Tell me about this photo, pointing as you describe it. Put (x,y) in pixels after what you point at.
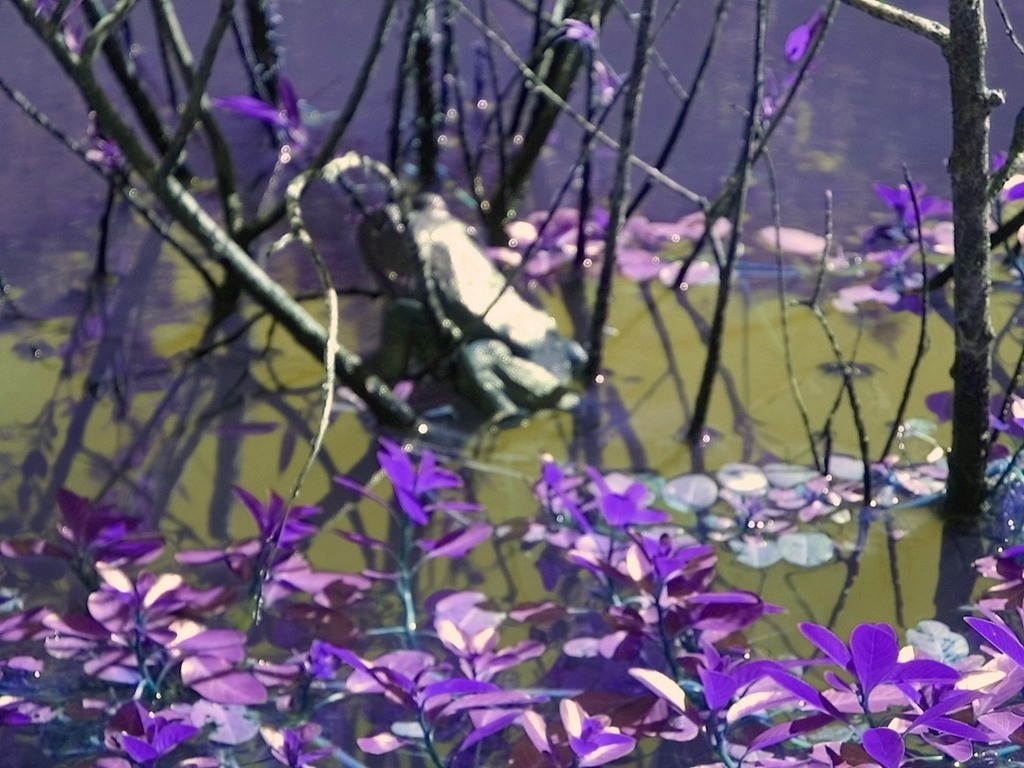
In this image I can see there are leaves (119,606) in purple color. In the middle (397,275) it looks like an object (499,308), at the back side (700,310) there is water (776,377).
